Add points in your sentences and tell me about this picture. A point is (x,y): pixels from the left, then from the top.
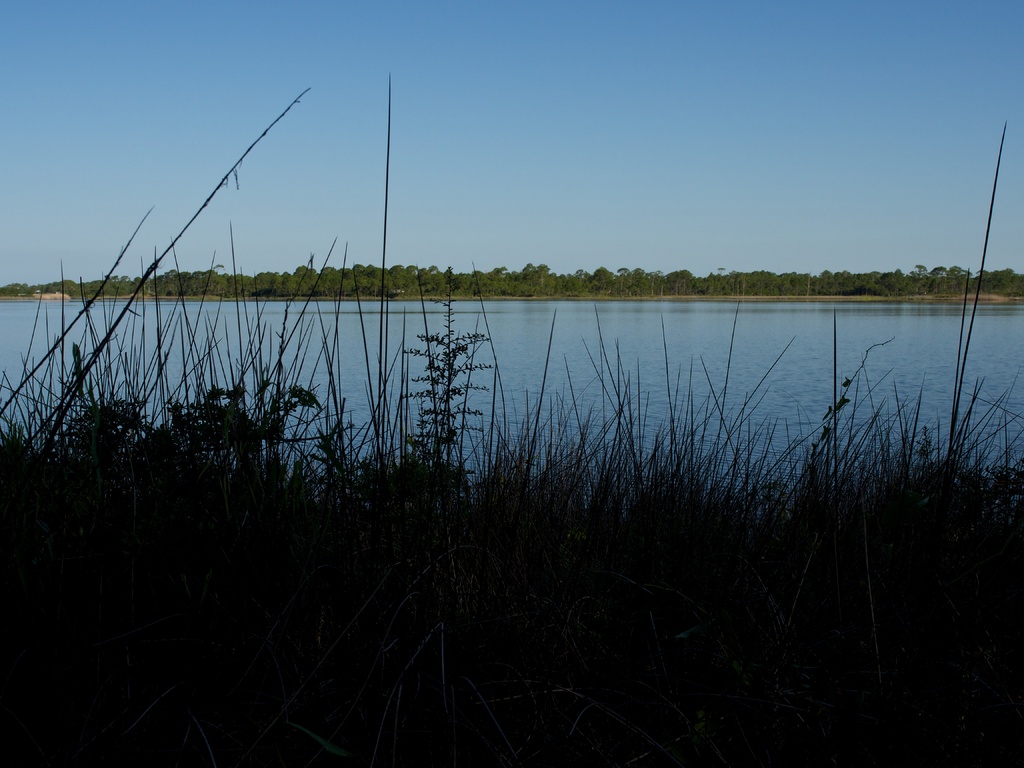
In this picture there is water (582,365) and plants (214,471). And on the background (572,281) we can see many trees (705,283) and this is the sky (623,138).
